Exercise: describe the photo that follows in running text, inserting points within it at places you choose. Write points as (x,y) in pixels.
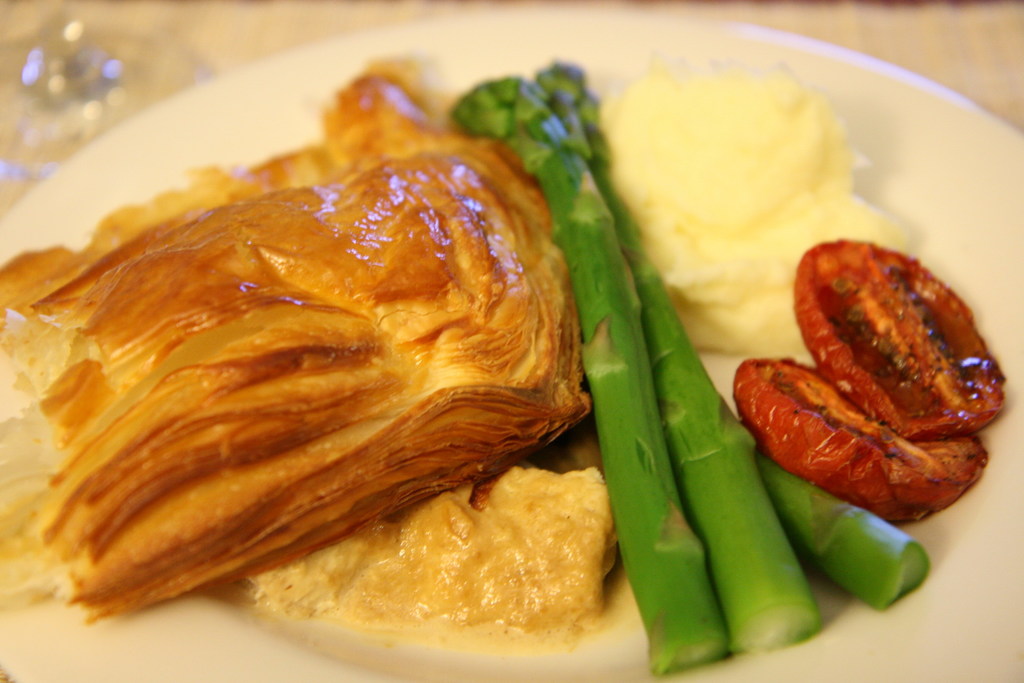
In this image I see the white plate (223,100) on which there is food (377,164) which is of brown, green, cream and red in color and I see that it is blurred in the background (57,57).
